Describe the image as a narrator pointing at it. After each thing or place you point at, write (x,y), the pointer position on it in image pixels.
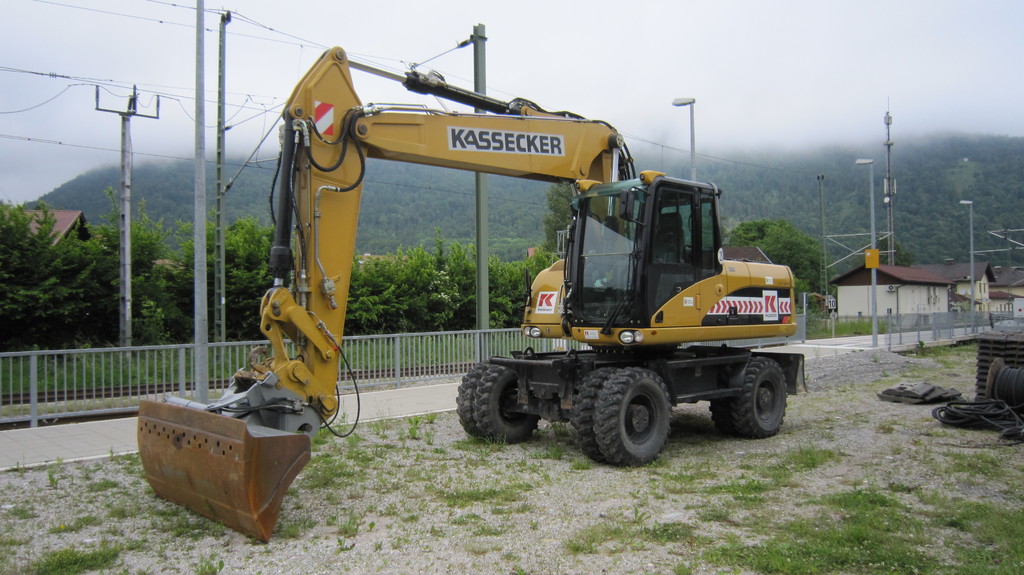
In the image there is an excavator (517,139) and around the excavator (606,456) there is grass (937,374), some equipment (1002,399), houses (904,277), poles (873,333) and trees (514,187).
